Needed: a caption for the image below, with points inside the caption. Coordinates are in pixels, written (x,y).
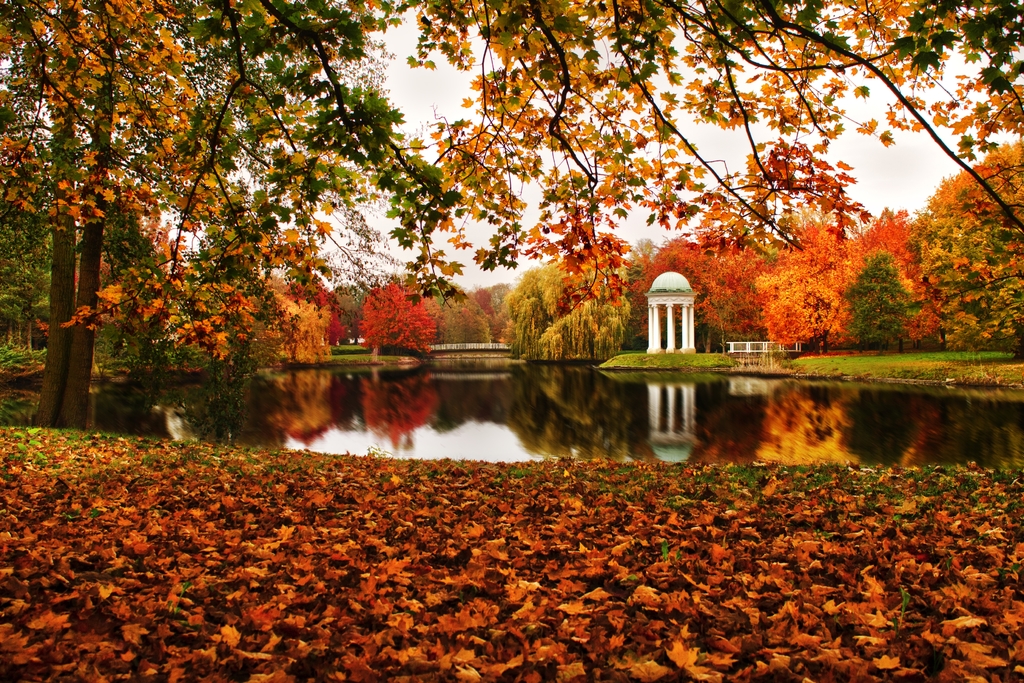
In this image there is the sky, there are trees (723,330), there is a pond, there are leaves (247,562) on the ground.
